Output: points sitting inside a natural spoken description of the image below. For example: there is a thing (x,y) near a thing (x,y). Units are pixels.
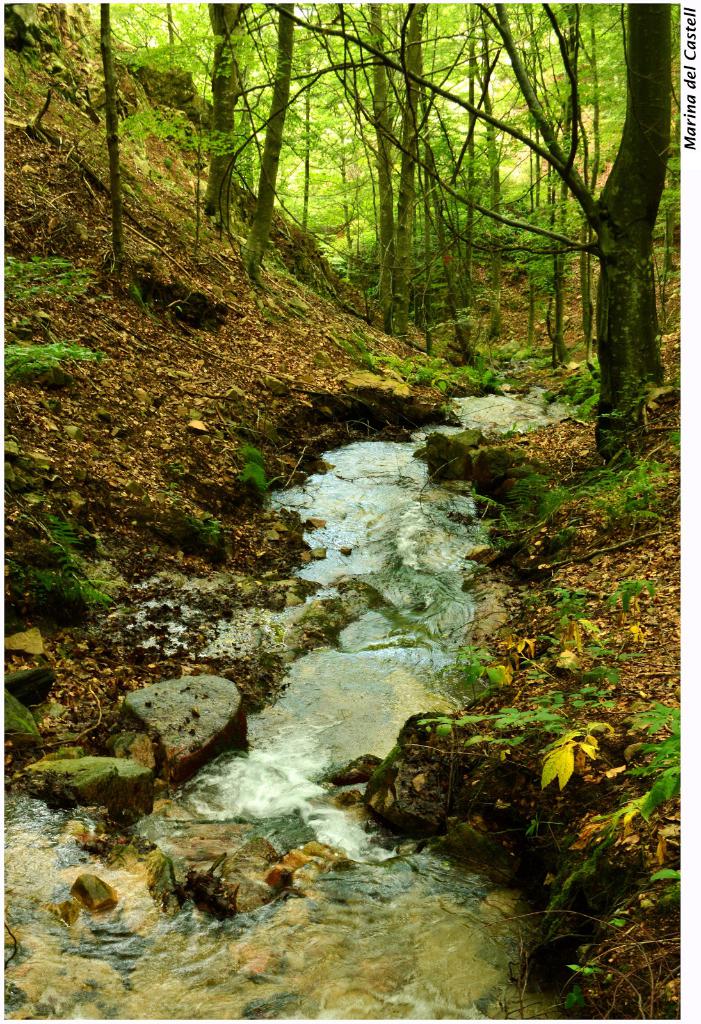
in this picture we can see trees (401,129) and a sand ground (147,263) and there is a water (363,539) flowing in between this land (426,412) and here are some rocks (136,756).
